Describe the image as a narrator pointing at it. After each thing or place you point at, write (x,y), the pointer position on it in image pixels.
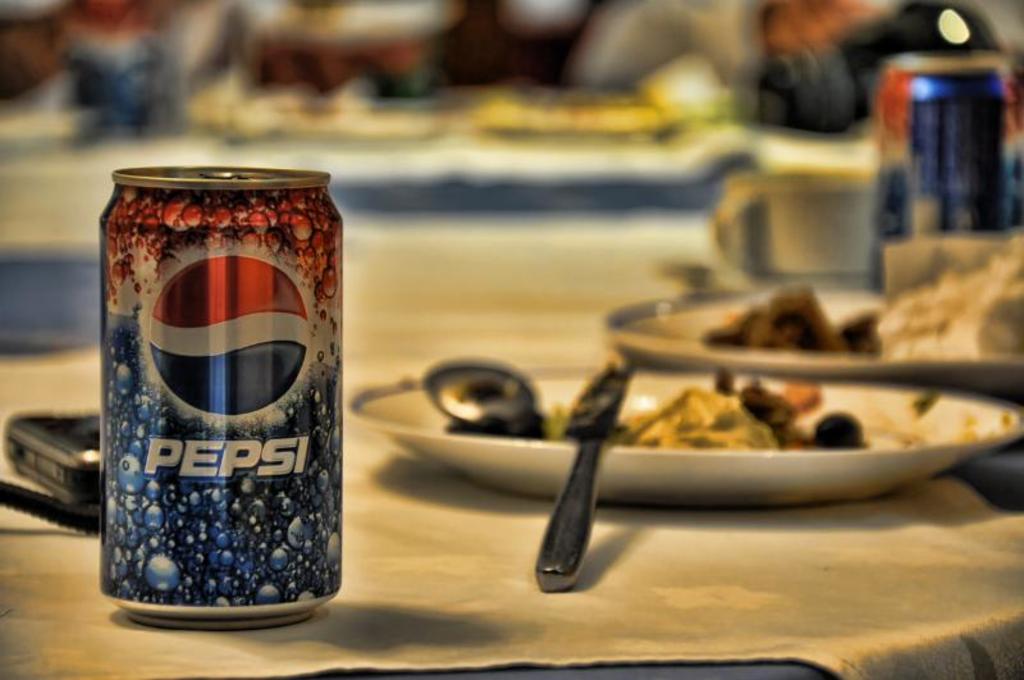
In this image I can see few tables (548,236) and on the tables (553,298) I can see few plates (765,491) with food items (853,344) in them, few tins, a cup (751,261) and few other objects (912,260). I can see the blurry background (207,31).
